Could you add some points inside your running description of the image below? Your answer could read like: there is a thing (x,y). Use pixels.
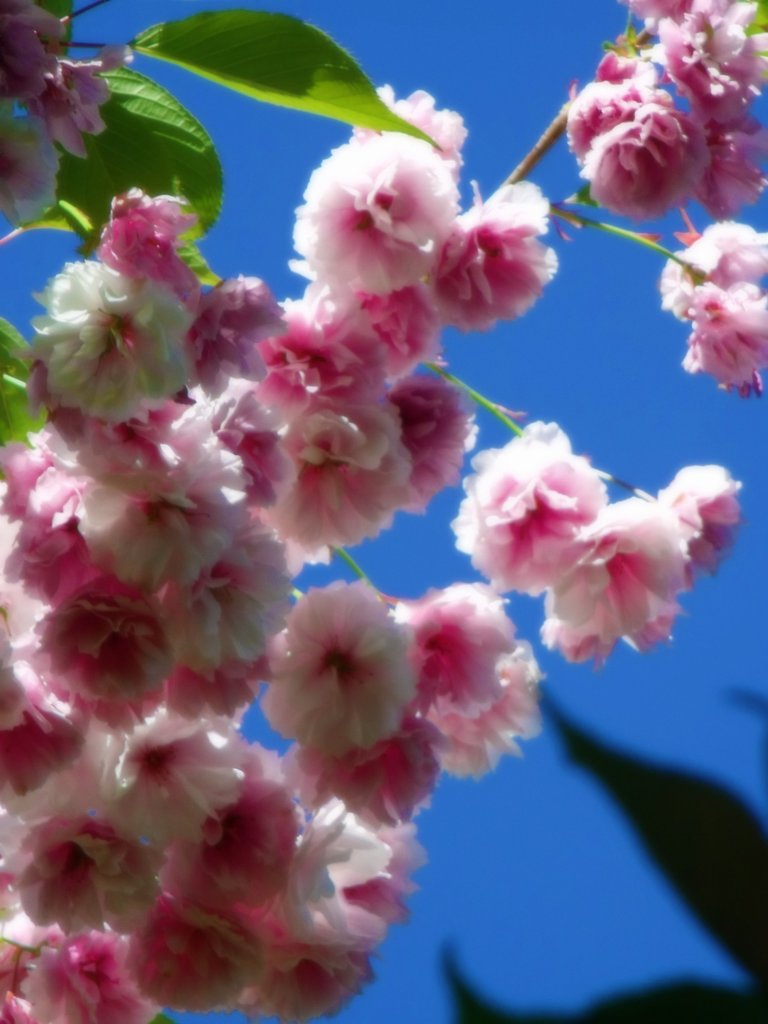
In this image there are flowers (341,413), leaves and stems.
